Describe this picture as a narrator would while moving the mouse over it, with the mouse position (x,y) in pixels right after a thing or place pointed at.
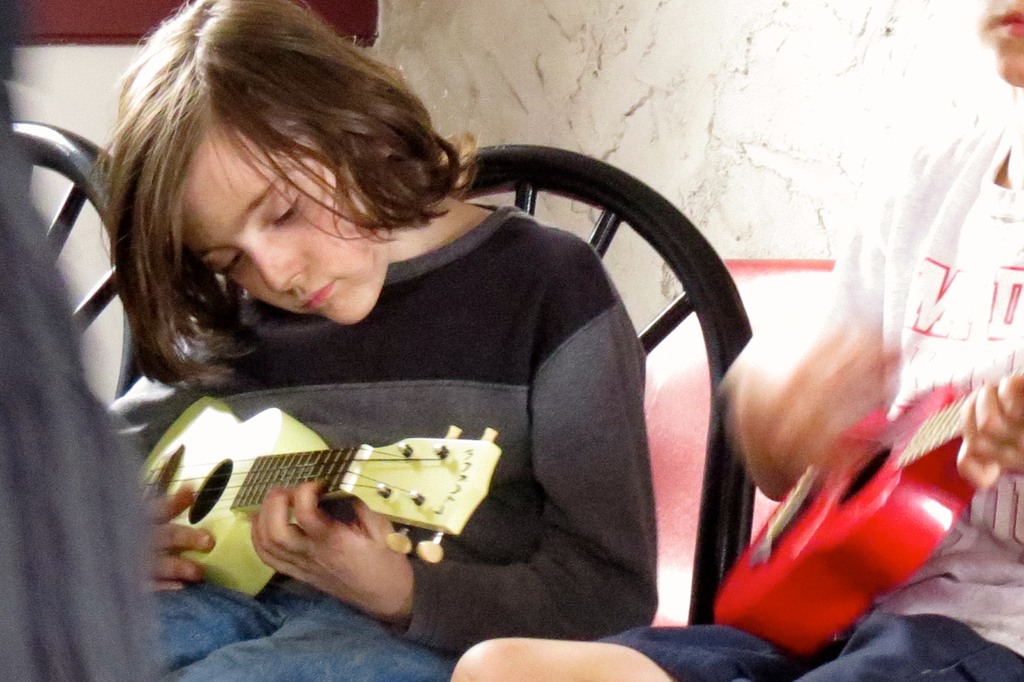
In this picture we can see few people (606,283) are seated on the chair (651,328), and two persons (631,478) are playing guitar (214,517).
